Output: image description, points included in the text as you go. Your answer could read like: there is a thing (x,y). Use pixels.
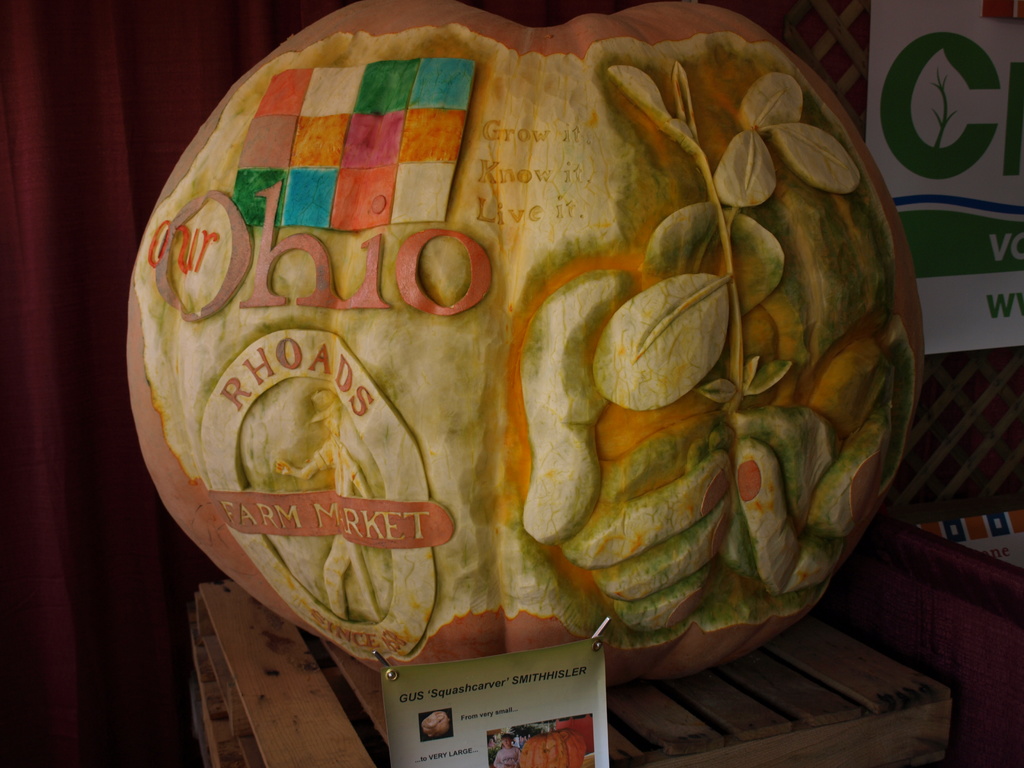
Middle of the image (647,284) we can see a carved pumpkin (563,575). This pumpkin (288,500) is kept on a wooden surface (216,600). In-front of this pumpkin (543,417) there is an information board (575,680). Background (830,12) there is a curtain (95,85), mesh (817,57) and banner (1017,44). Beside this pumpkin (809,492) there is a box (945,595) with banner (983,519).
